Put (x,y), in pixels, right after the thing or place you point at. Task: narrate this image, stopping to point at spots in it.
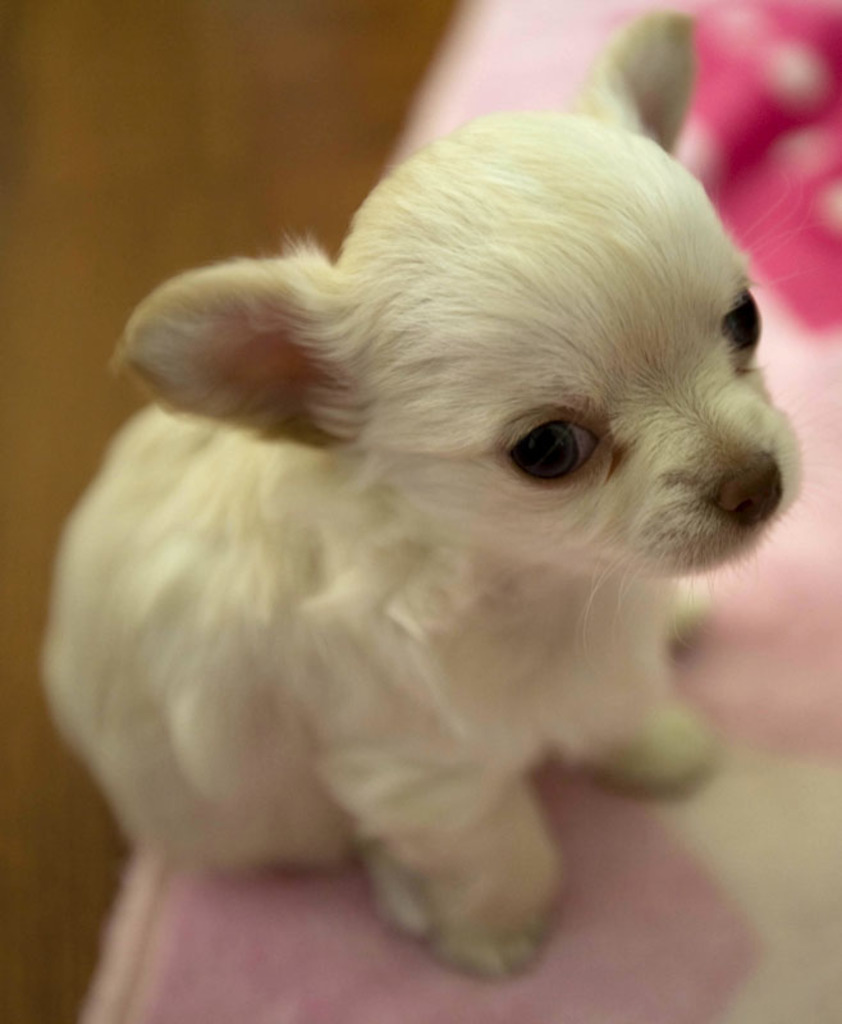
In this image we can see dog (352,694) on table (427,995).
